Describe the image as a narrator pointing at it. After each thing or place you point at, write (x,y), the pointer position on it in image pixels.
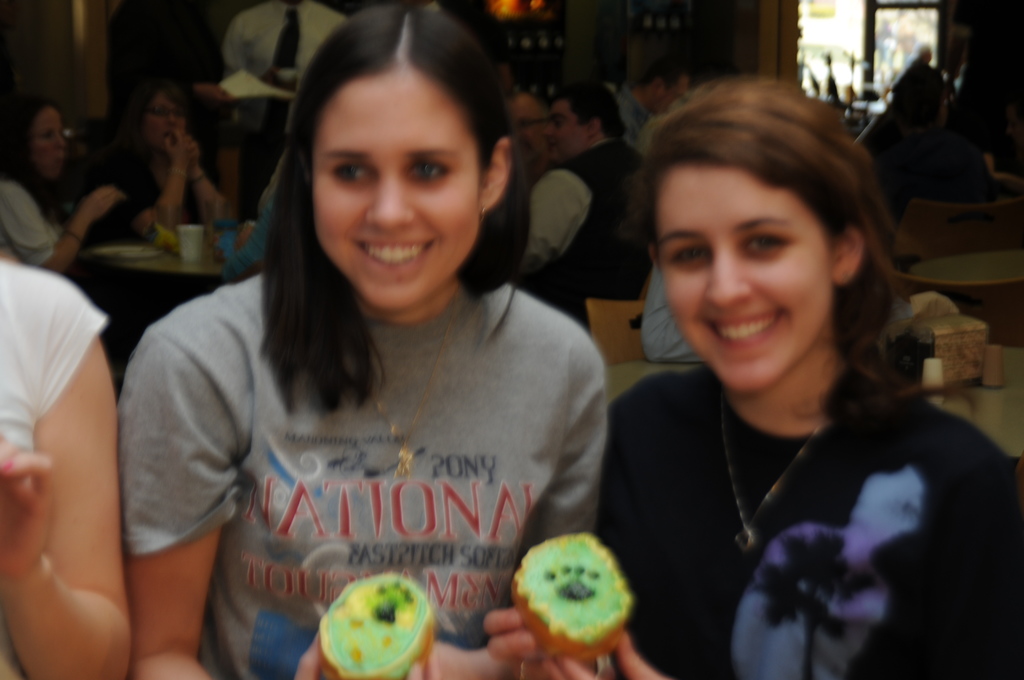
In this image we can see some chairs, some tables (979,386), some objects (989,358) on the tables (215,271), some people (236,270) are sitting on the chairs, three people (386,202) are standing, some people (335,573) are holding objects (250,81), some objects (564,38) in the background (865,63), the background (974,194) is dark and blurred.
